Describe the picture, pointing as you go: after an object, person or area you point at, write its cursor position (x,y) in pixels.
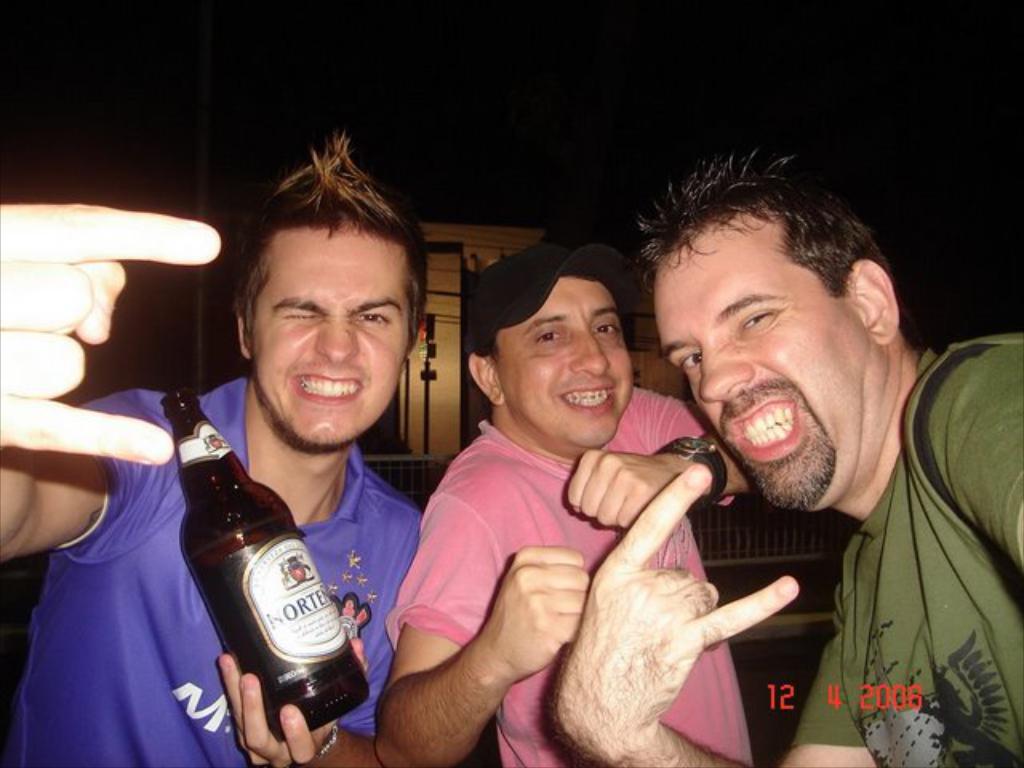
The people (251,362) in the picture are giving a pose.
